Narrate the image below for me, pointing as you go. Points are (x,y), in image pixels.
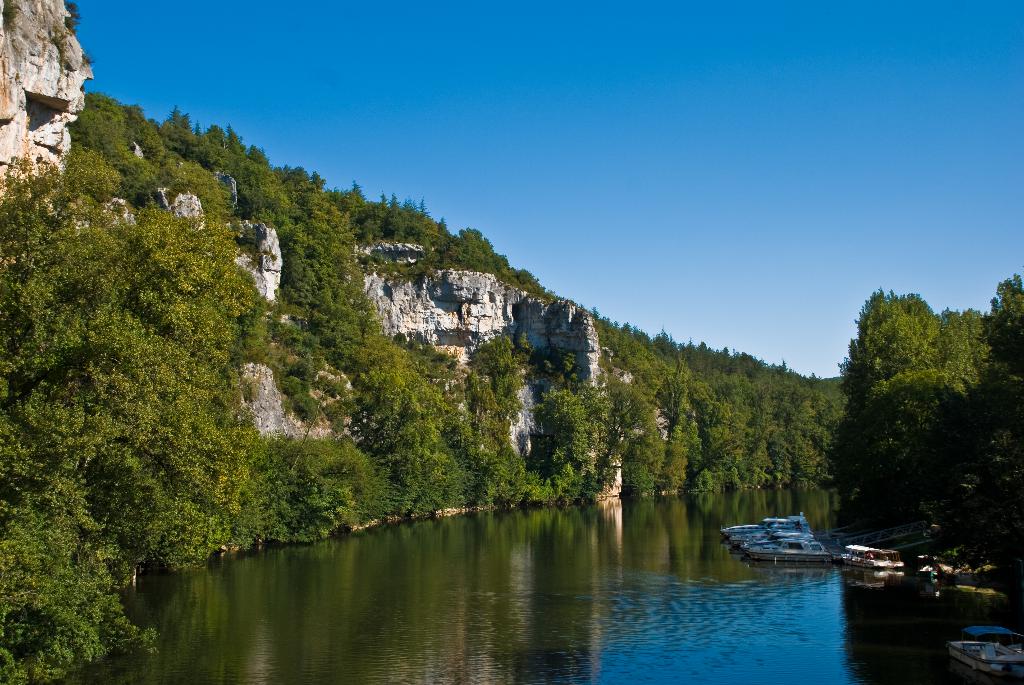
In this image we can see a few boats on the water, there are some trees (160,436) and mountains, in the background (505,161), we can see the sky (866,21).
